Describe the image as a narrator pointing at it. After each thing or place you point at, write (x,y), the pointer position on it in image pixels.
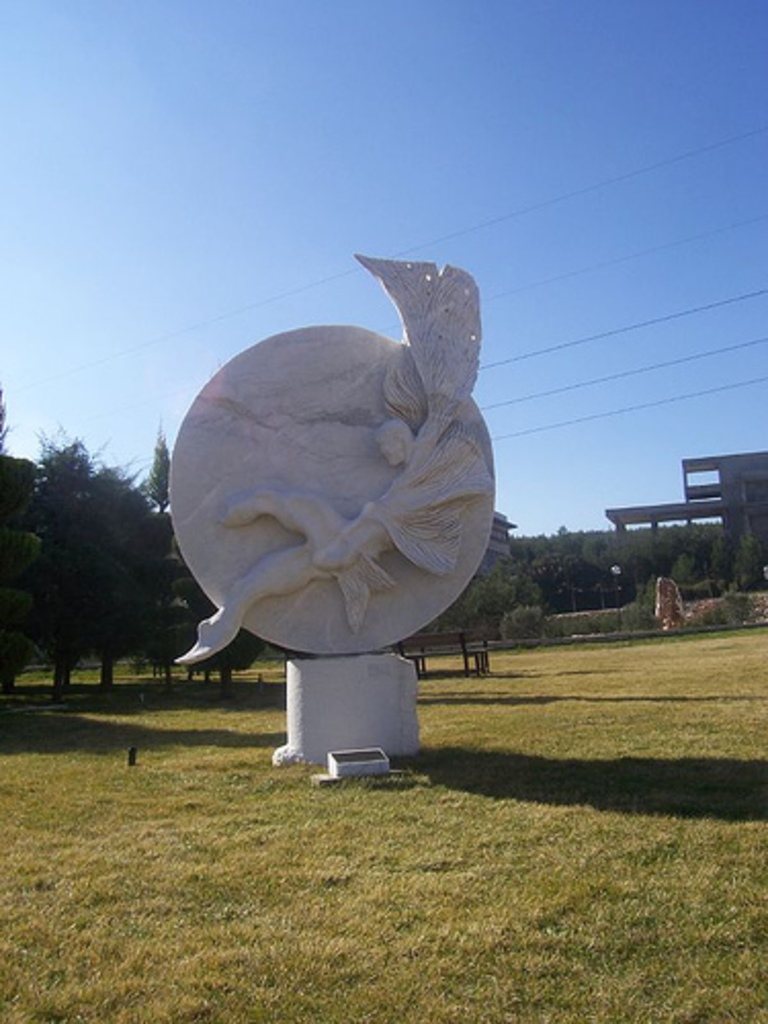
In the picture I can see a white color object (356,675) on the ground (488,776). In the background (480,682) I can see the grass (156,719), trees (68,561), wires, a building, the sky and some other objects (664,598).
